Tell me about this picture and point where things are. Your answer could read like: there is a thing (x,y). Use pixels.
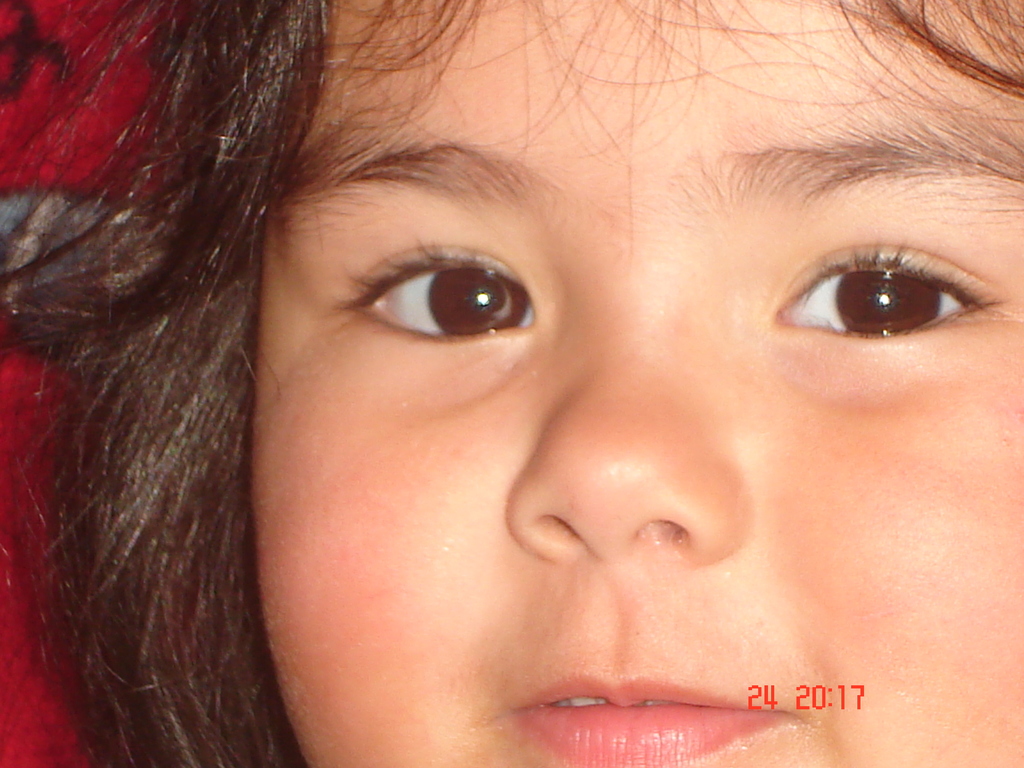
In this image we can see a face (504,541) of a child (408,190) and there is some text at the bottom of the image (779,702).
